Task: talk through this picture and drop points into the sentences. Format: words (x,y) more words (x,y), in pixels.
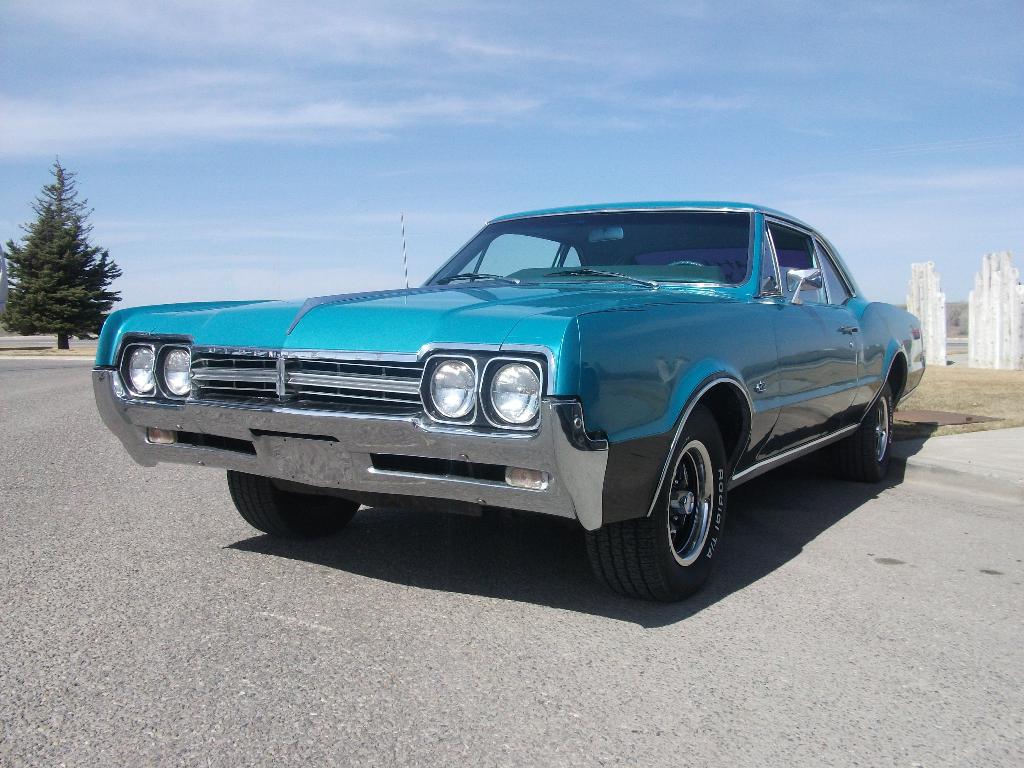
In this image we can see a car (517,501) on the road (648,621). In the background (988,299), we can see the structures (928,322). There is a tree (16,330) on the left side of the image (23,283). At the top of the image (566,85) we can see the sky (395,159).
